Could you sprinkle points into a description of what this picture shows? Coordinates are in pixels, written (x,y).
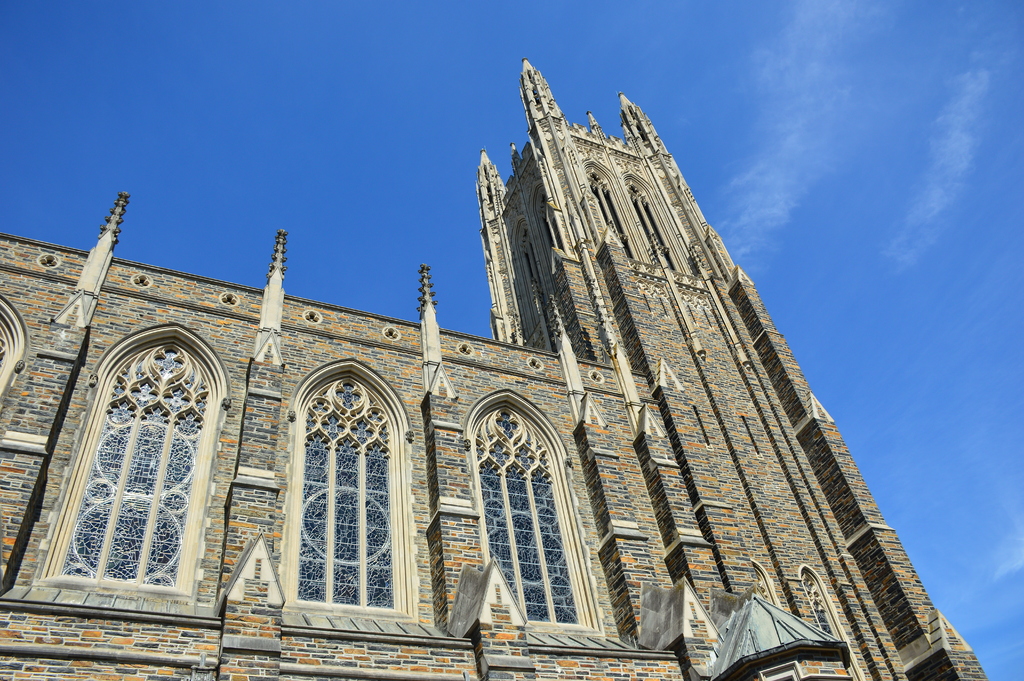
In this picture I can see a building (31,250) and a blue cloudy sky (826,221).
